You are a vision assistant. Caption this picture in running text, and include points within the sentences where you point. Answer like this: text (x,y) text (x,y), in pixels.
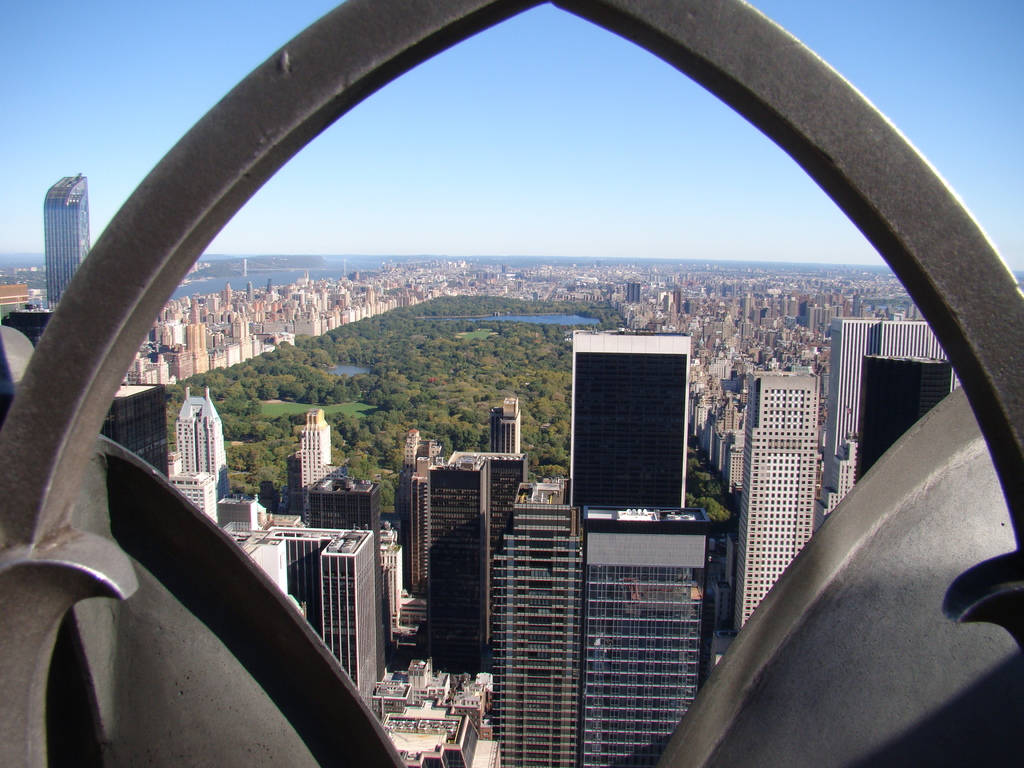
In this picture we can see an arch (83,314), buildings (116,416), trees (421,331), water (535,323) and in the background (513,155) we can see the sky (399,184).
